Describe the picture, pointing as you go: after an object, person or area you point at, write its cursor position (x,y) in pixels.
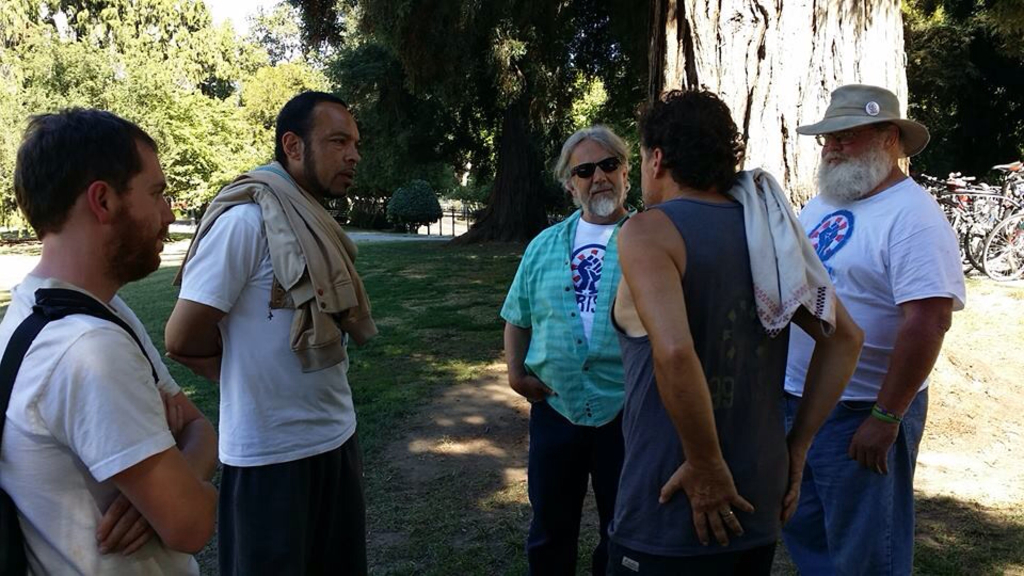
In this image we can see a group of people (291,335) are standing and talking. On the top of the image (200,131) we can see trees (528,61). On the right side of the image (981,252) we can see bicycles (995,217).
